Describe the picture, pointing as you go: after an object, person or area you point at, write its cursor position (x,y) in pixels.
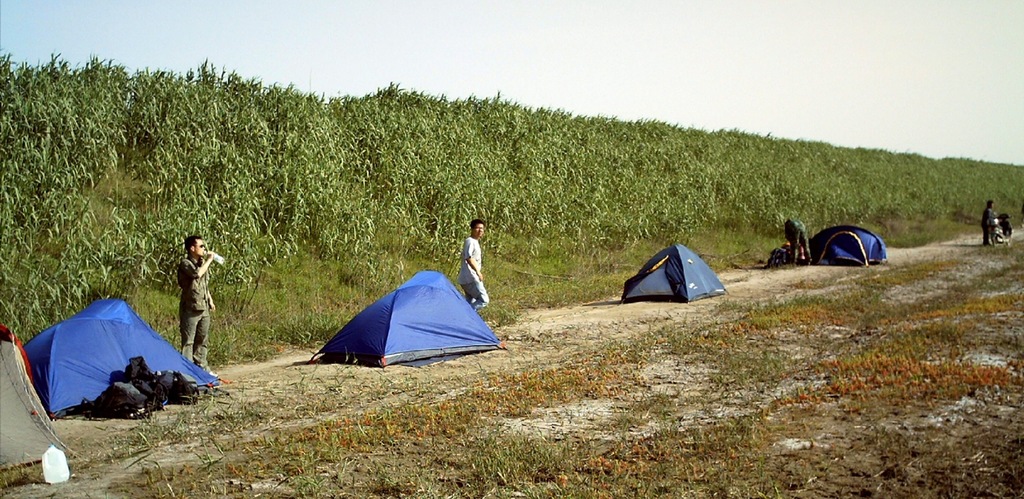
In this image we can see persons (180,318) standing on the ground (116,437) and tents (160,347) beside them. In addition to this we can see sky (788,71), agricultural field (386,188), grass (343,280), bags (136,397), motor vehicle (996,225) and disposal bottles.
